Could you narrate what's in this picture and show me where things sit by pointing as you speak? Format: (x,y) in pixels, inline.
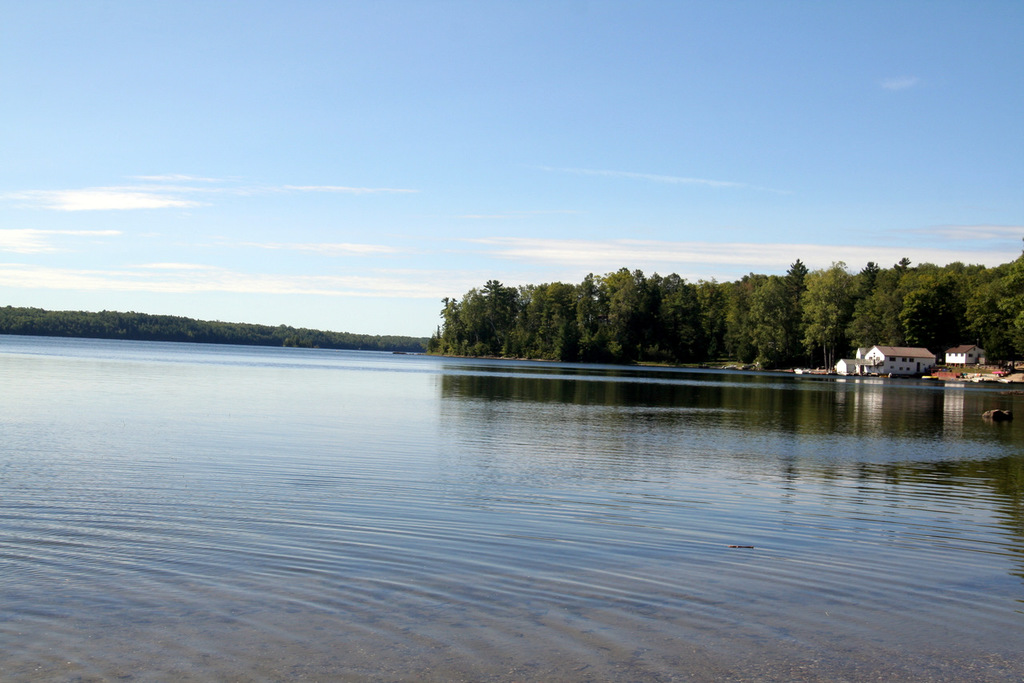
In the foreground of the picture (513,433) there is a water body (439,504). On the right (878,357) there are buildings (913,365). In the center of the picture (532,322) there are trees (239,332). At the top (221,130) it is sky (825,162).
